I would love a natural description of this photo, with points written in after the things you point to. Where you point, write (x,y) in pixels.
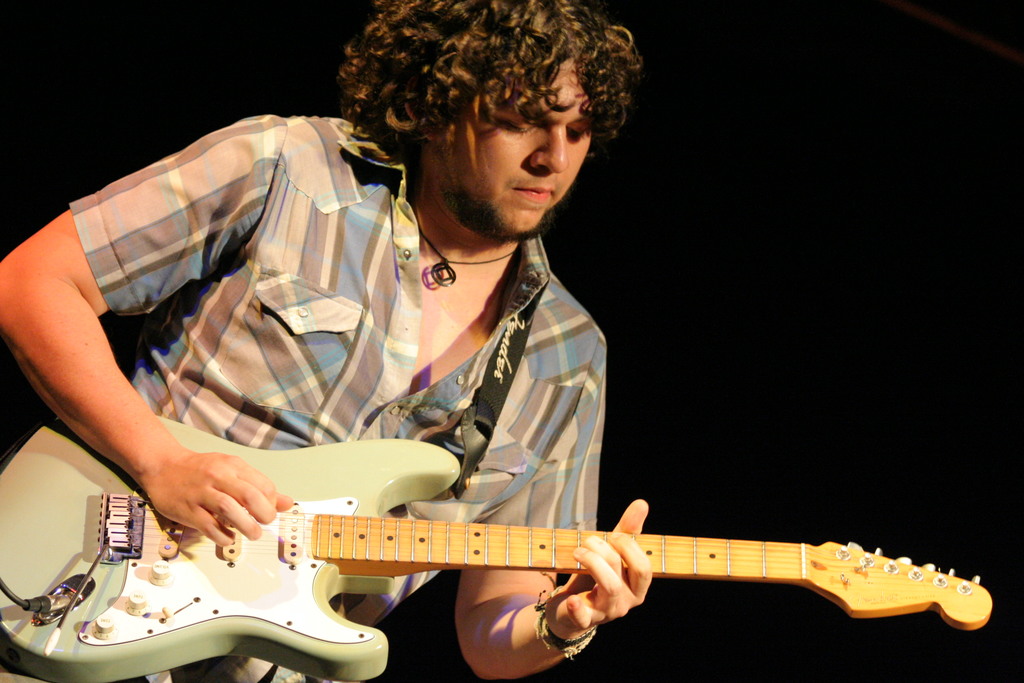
In the picture there is a person (539,348) playing guitar (171,619).
